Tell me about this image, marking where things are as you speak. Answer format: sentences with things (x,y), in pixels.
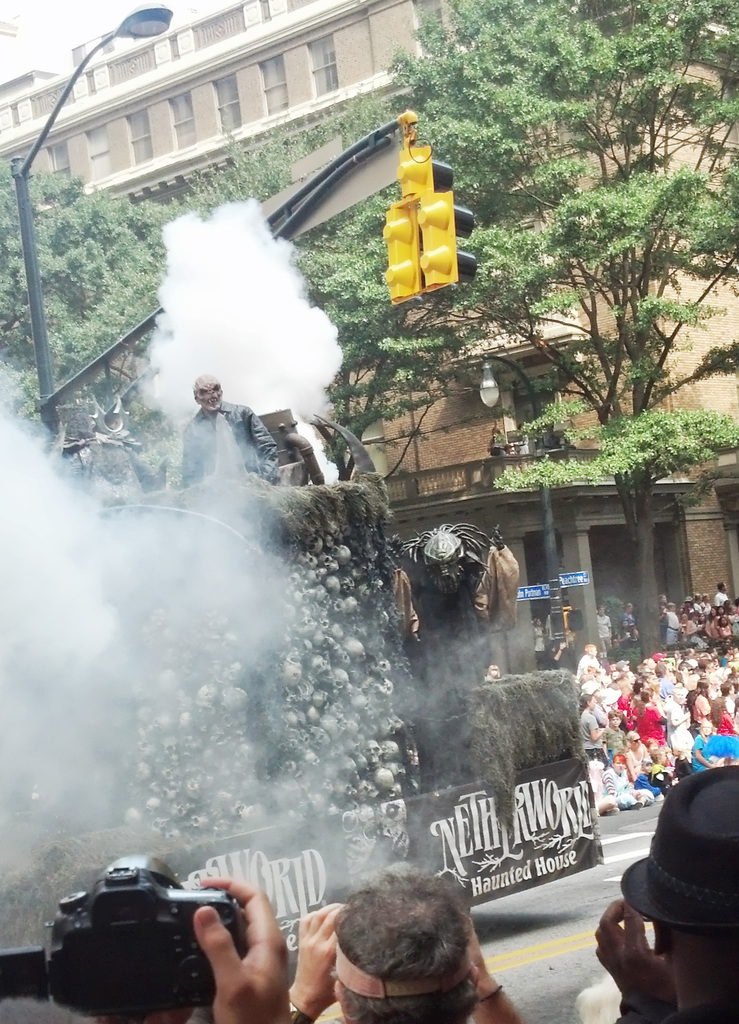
In the image there is a vehicle (257,507) and on that there is a person (212,475), the vehicle (304,664) is emitting smoke (236,588) and there is a huge crowd (738,698) around the vehicle (493,857). In the foreground (205,918) there are few people (344,937) capturing the pictures with cameras (172,893), behind the vehicle (297,645) there is a traffic signal pole (438,182) and the street light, in the background (548,319) there are trees (511,153) and behind the trees (499,172) there is a building (282,87).
